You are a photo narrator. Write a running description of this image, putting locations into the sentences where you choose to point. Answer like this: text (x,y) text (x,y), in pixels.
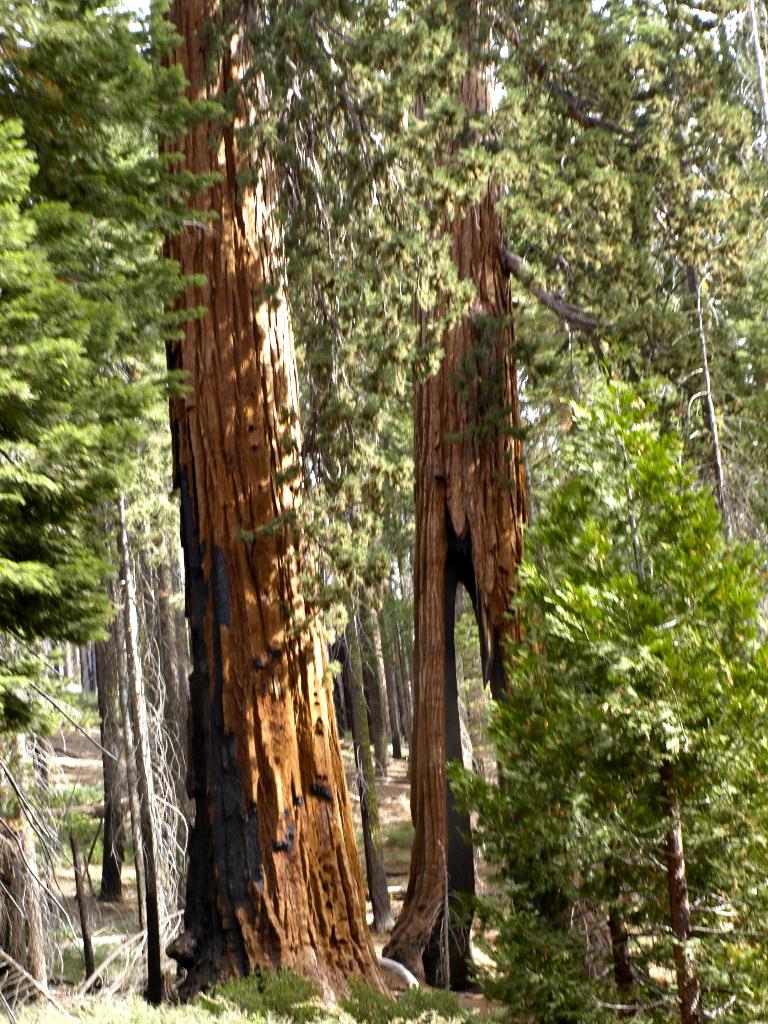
In this image we can see few trees (162,456) and grass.
